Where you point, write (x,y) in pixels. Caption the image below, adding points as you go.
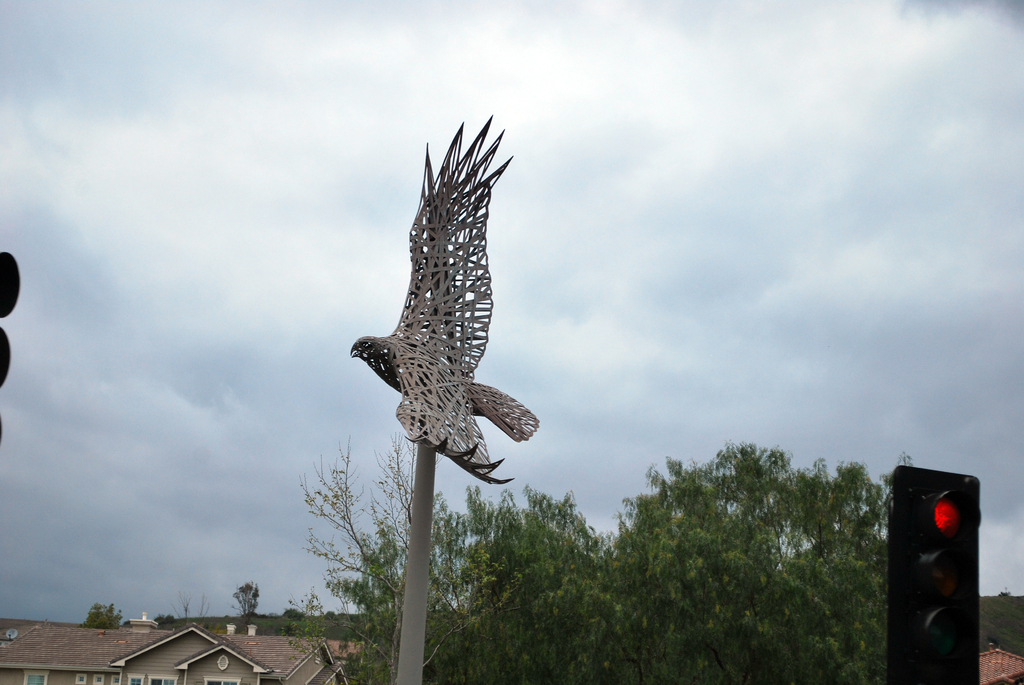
This image consists of many trees (468,629). On the left (193,653), there are houses (252,647). On the right (944,558), we can see a signal light (896,516). In the middle (477,385), there is an artificial bird (436,317) on a pole (421,628). In the background (399,259), there are clouds (257,373) in the sky (341,376).
